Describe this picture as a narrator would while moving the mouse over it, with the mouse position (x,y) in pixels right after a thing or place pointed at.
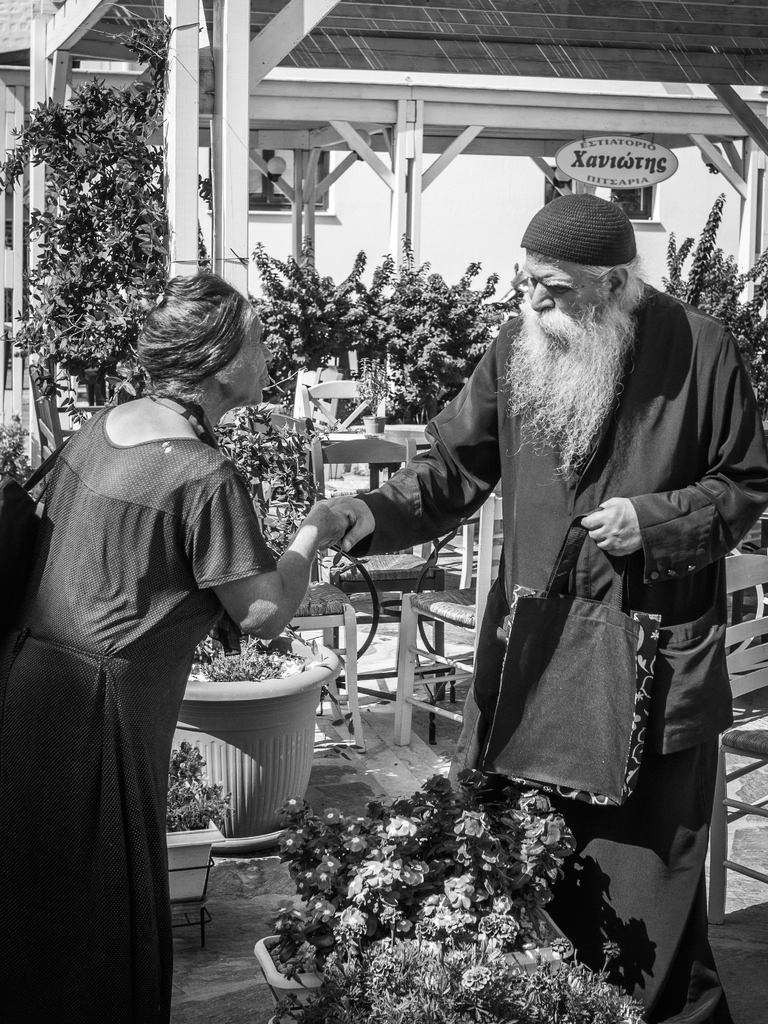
In this image we can see two people (124,534) standing and shaking their hands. At the bottom (371,893) there are plants (377,879). In the background (443,652) there are chairs (468,601) and sheds (259,164).
